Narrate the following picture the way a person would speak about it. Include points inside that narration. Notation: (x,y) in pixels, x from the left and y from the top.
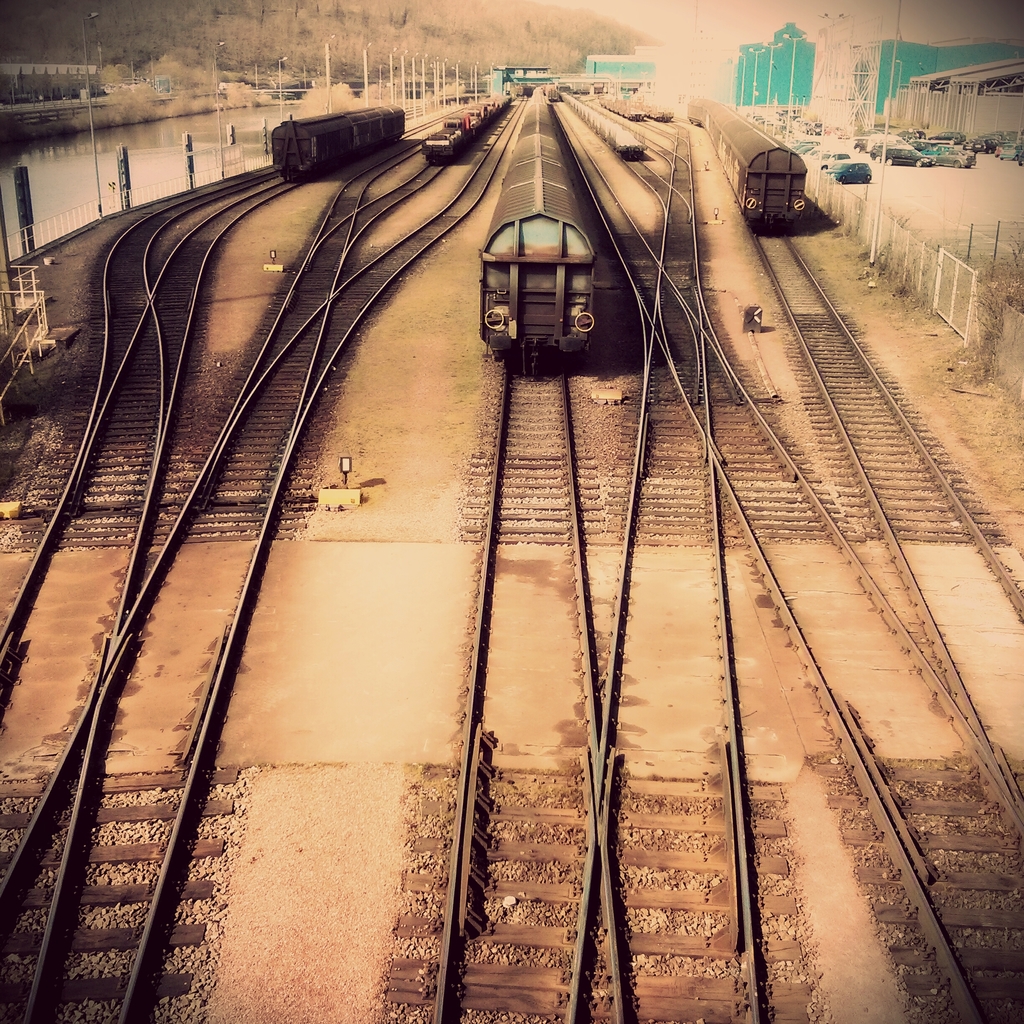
This is an edited image. In this picture, we see the trains (586,233) moving on the railway tracks (582,631). At the bottom (605,740), we see the railway tracks (410,923). On the right side (923,261), we see the railing (939,266), pole (888,126), grass (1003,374) and the vehicles (943,162) parked on the road (936,189). On the left side (128,204), we see the railing (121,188), streetlights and the water (134,165) in the pond (144,144). There are trees (470,50) and the buildings (795,77) in the background (691,84).
